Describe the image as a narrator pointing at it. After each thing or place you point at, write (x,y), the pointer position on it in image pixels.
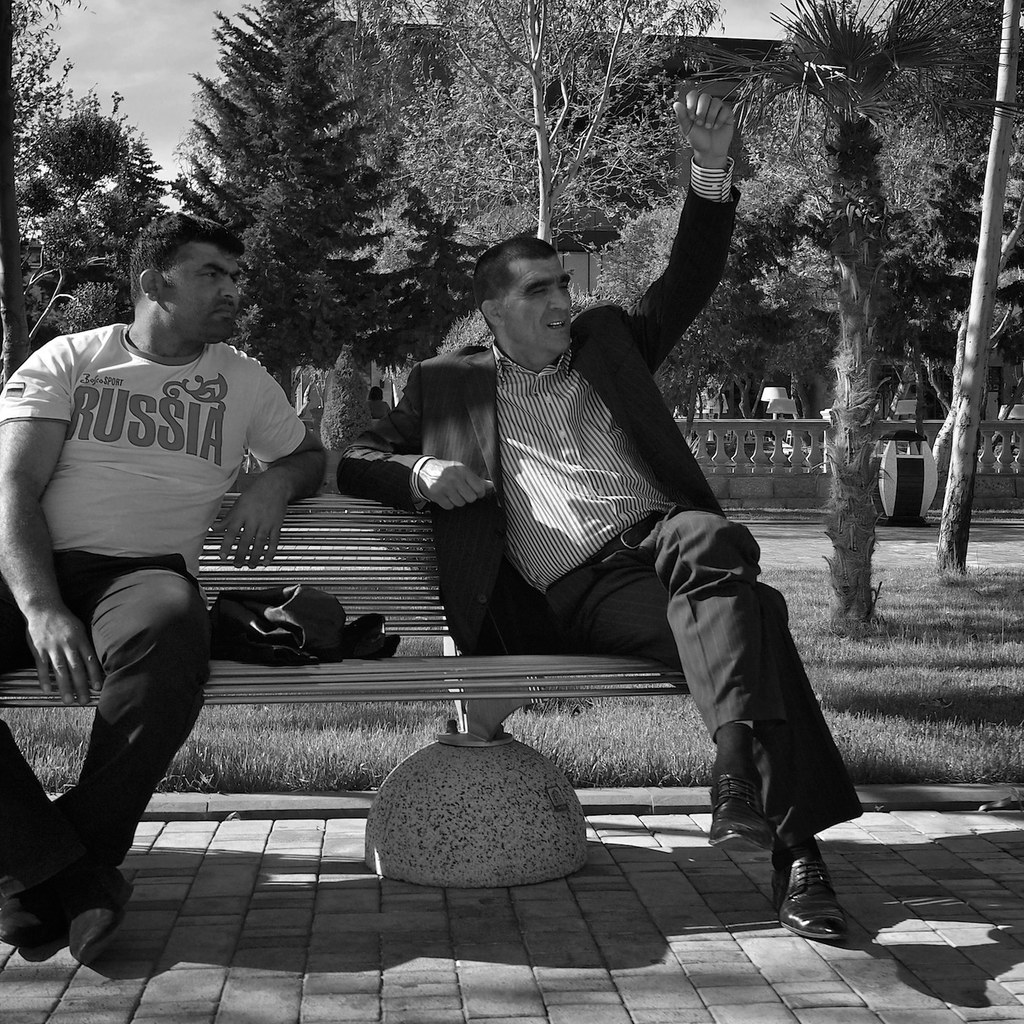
This picture shows two men (38,923) Seated on the bench (290,516) and we see few trees (772,87) around.
